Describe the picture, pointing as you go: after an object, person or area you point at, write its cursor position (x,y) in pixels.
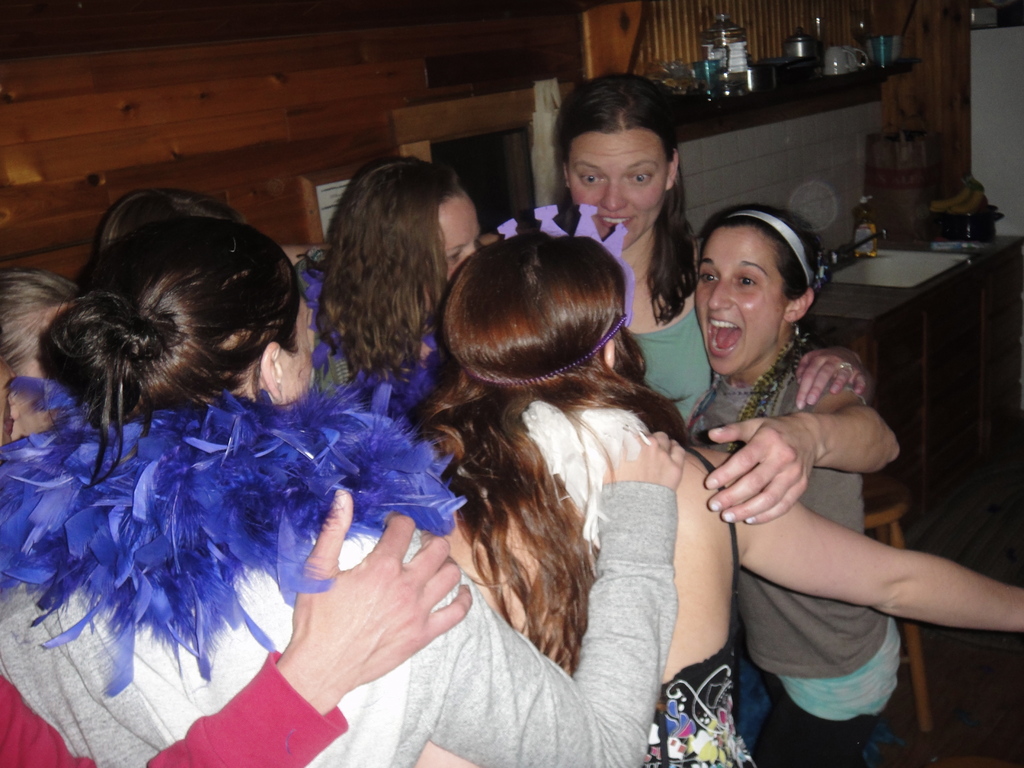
There are group of people (661,406) standing. This looks like a table (843,319) with a bottle (873,248), bowl (954,233) and few other objects (912,232) on it. This looks like a chair (908,626). I can see a kettle (792,50), utensils (729,49) and few other things (718,68) are placed on the cabinet (780,88). This looks like a wooden wall (248,114).
